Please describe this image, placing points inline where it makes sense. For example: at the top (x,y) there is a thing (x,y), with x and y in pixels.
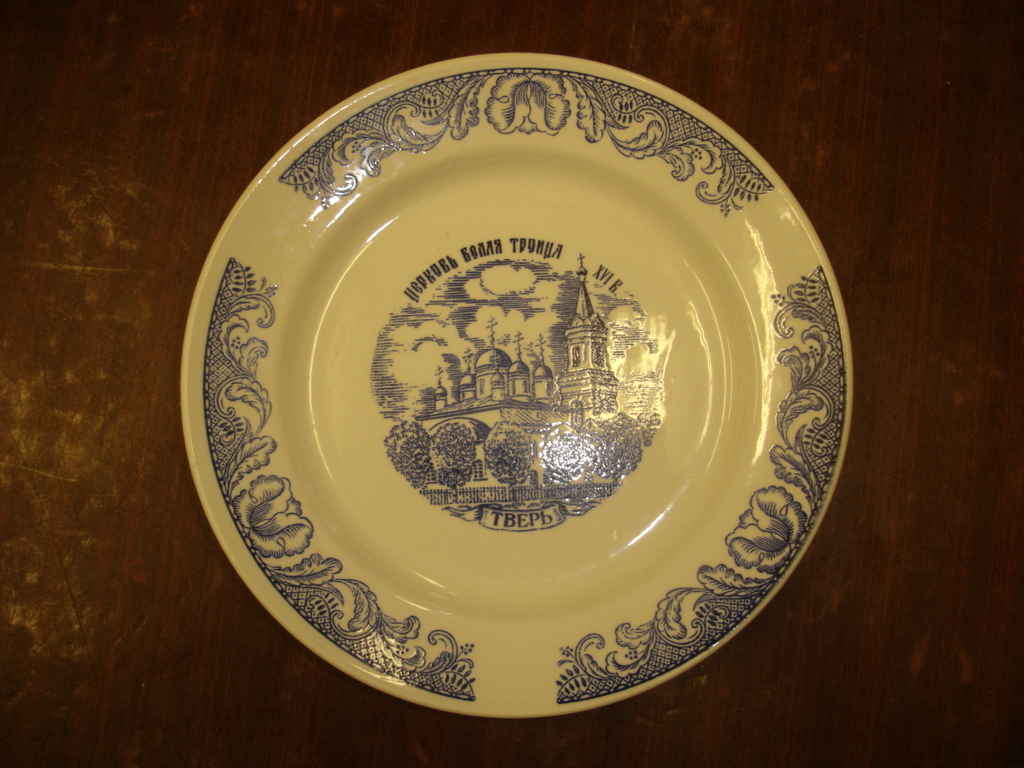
In this image there is a table (899,234) and we can see a plate (469,538) placed on the table (189,632).
